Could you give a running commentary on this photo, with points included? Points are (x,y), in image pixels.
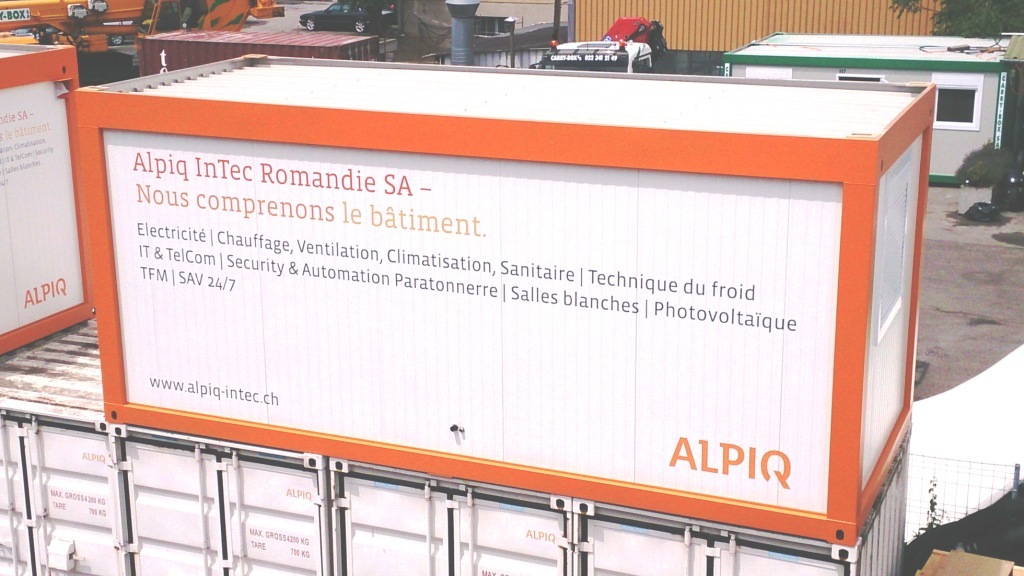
In this image, I can see the containers (573,86). This looks like a vehicle (622,51). At the top of the image (356,21), I can see a car (356,12), which is parked. This looks like a room (939,75) with the windows (942,83). I can see the trees (1004,16) and bushes (988,171).
